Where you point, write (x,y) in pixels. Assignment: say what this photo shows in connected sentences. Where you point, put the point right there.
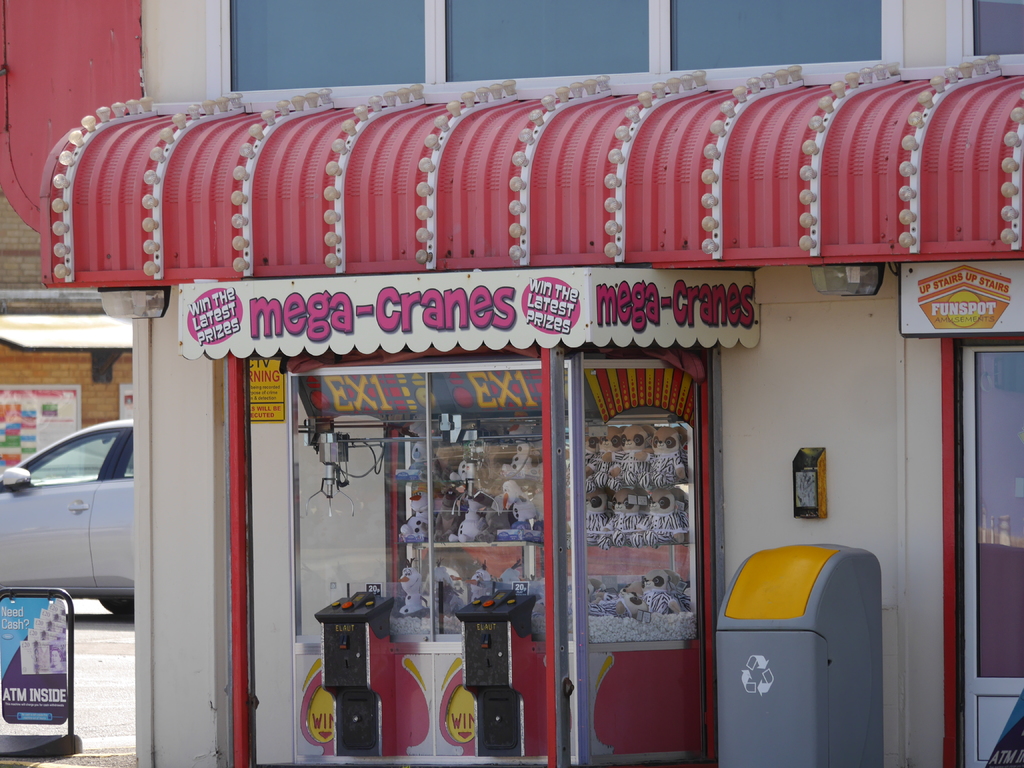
In this image I can see the dustbin (800,646) and the building (564,395) with boards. To the left (49,658) I can see the board (62,647), vehicle (65,561) on the road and an another building (10,283) with boards (10,439).
